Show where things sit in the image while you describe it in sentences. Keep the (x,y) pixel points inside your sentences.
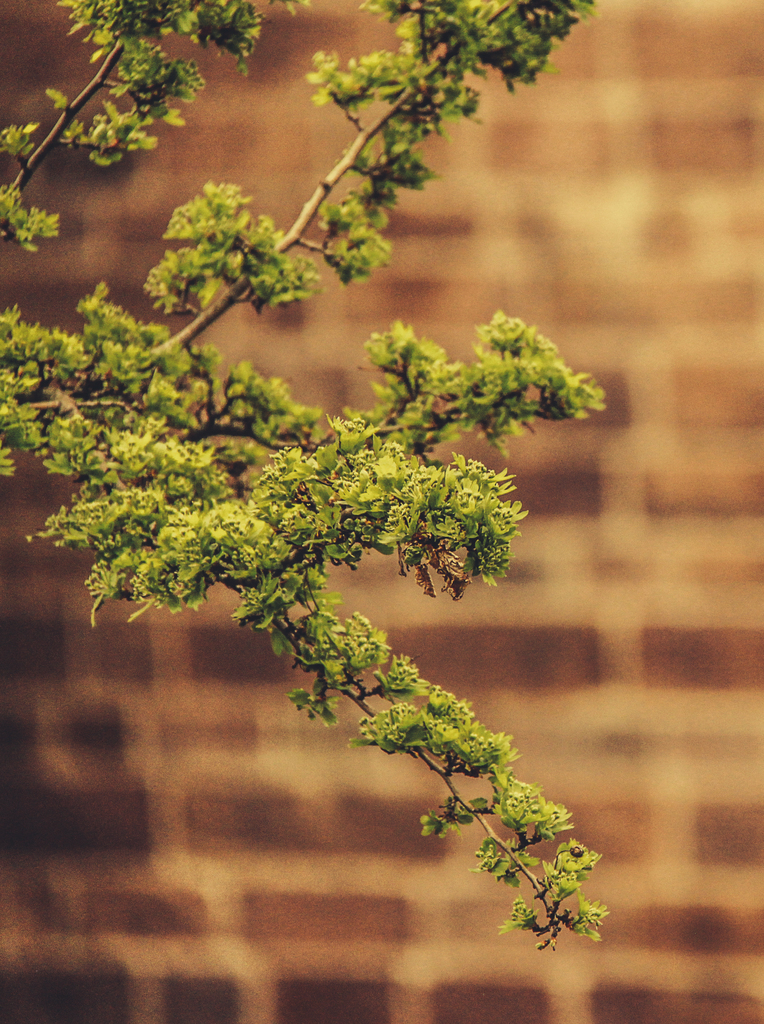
In front of the image there is a tree (505,732). In the background of the image (59,213) there is a wall (610,203).
